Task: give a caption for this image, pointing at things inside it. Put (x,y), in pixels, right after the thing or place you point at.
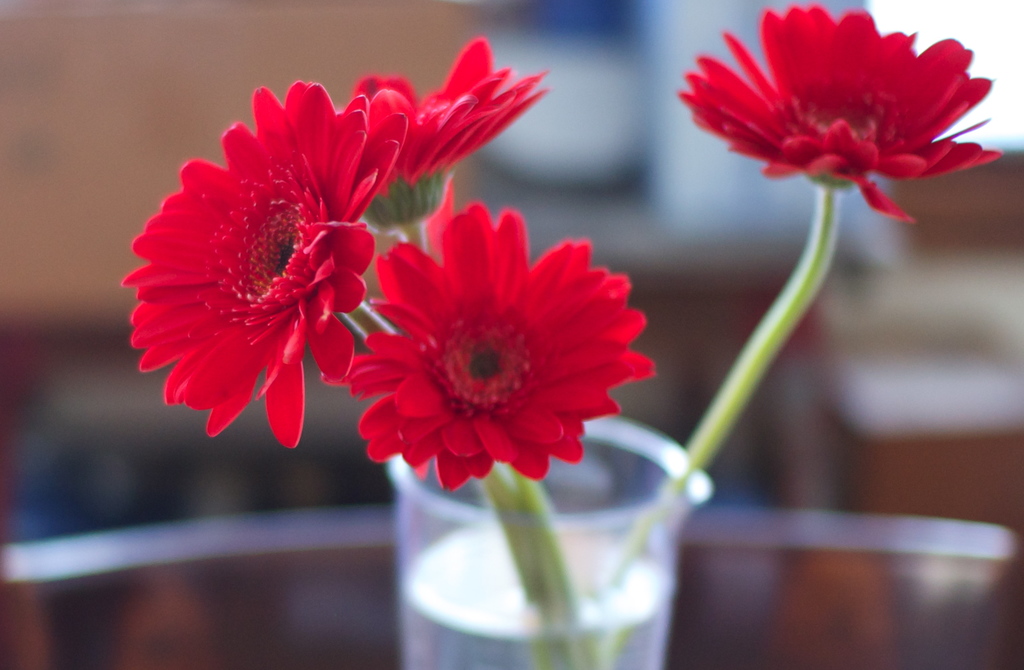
In this picture I can see red color flowers (495,408) in a glass (587,564) of water (641,560), and there is blur background (676,21).
